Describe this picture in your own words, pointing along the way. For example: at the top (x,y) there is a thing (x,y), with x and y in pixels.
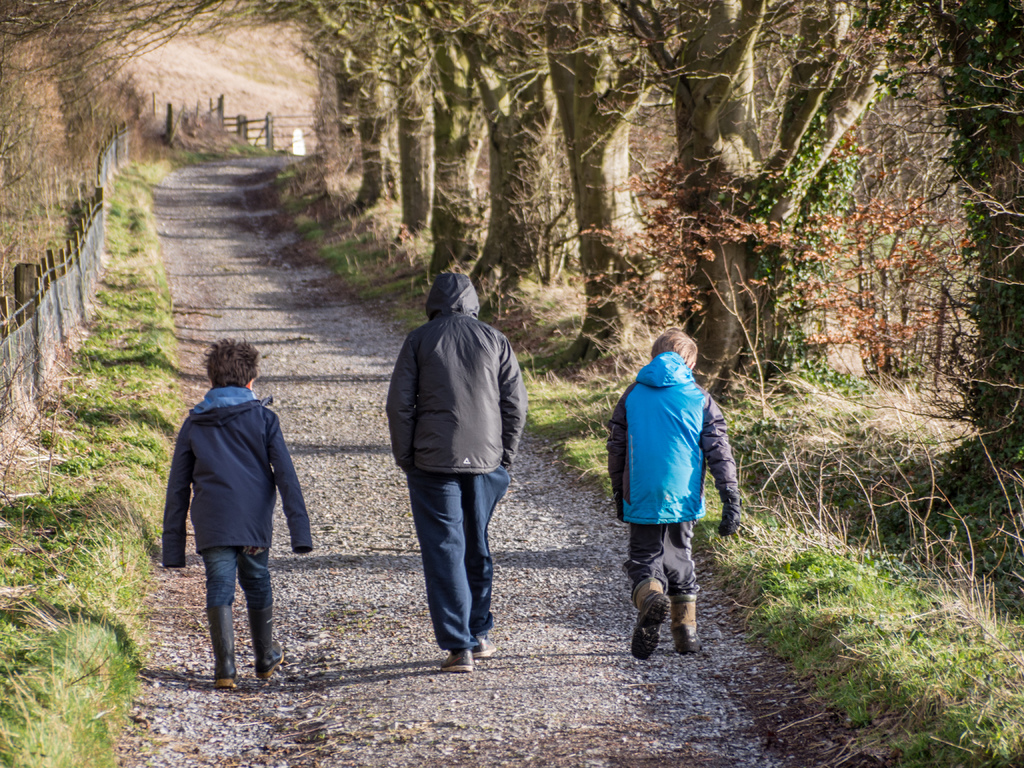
In this image we can see three persons (635,476) walking on the road (390,487). There are trees (439,234). On the ground (175,353) there is grass (868,470). On the left side (52,311) we can see fencing (89,258).
